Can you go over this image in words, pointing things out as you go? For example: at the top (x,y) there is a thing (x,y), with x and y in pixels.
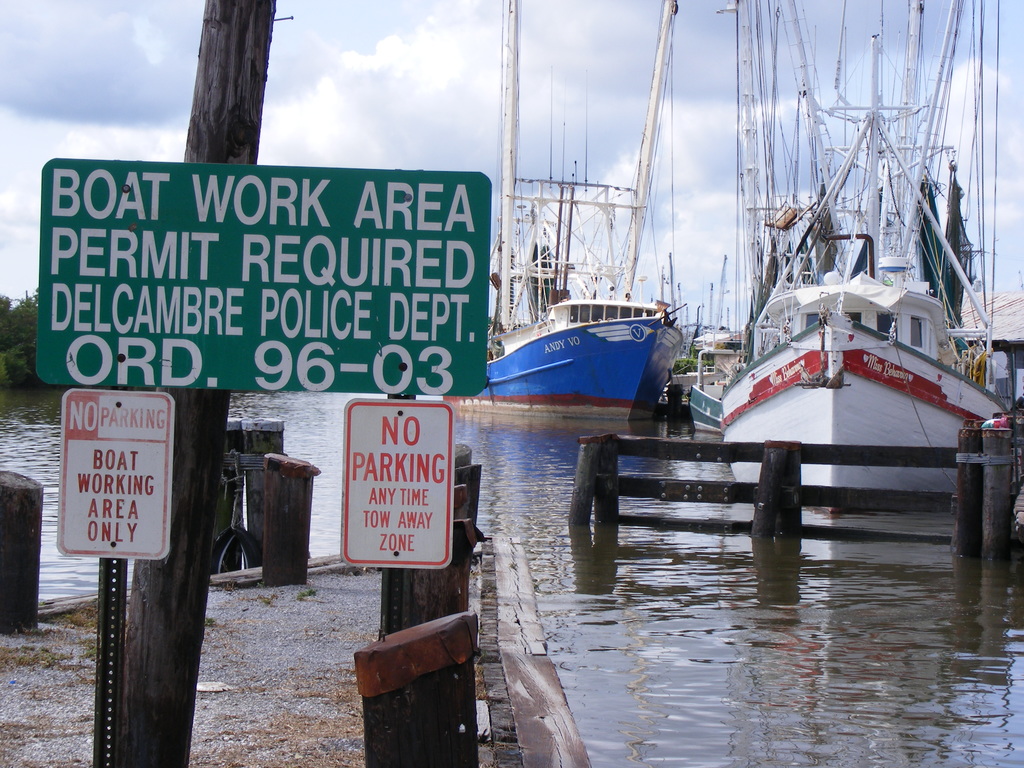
In this picture we see few boats (750,263) in the water (510,525) and i see few boards (365,463) with some text (413,458) and I see trees (1,362) on the side and a cloudy sky (632,136) on the top (464,59).
